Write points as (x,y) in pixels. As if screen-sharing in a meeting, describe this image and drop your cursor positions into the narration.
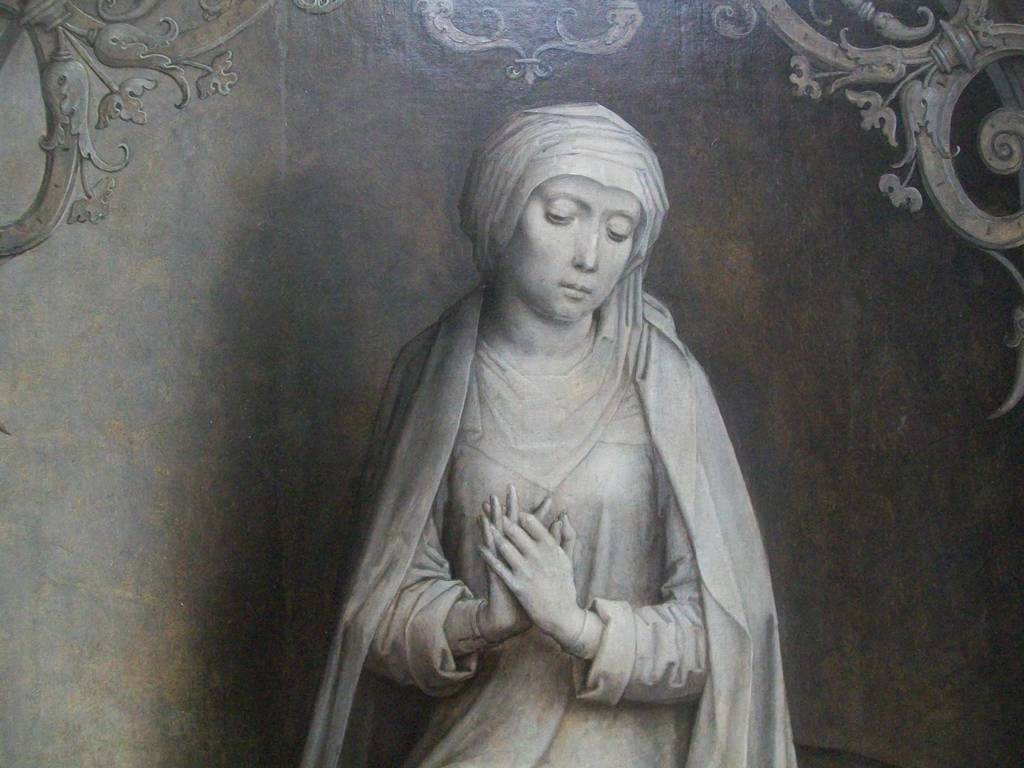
In the picture I can see a painting (514,579) of a woman (530,503) and some art design (81,110). The picture is black and white in color.
